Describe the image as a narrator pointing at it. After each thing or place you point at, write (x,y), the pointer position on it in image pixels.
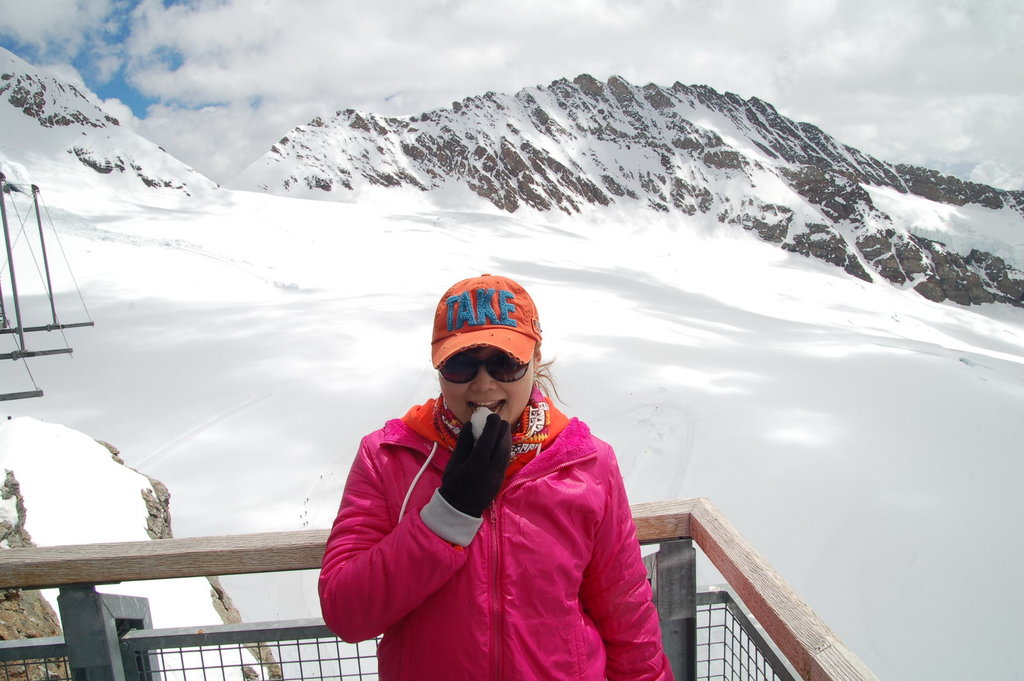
In the center of the image (469,375) there is a woman (528,430) standing at the fence (704,598). In the background (884,487) there is snow (276,265), mountain (268,185), sky (184,106) and clouds (280,95).
